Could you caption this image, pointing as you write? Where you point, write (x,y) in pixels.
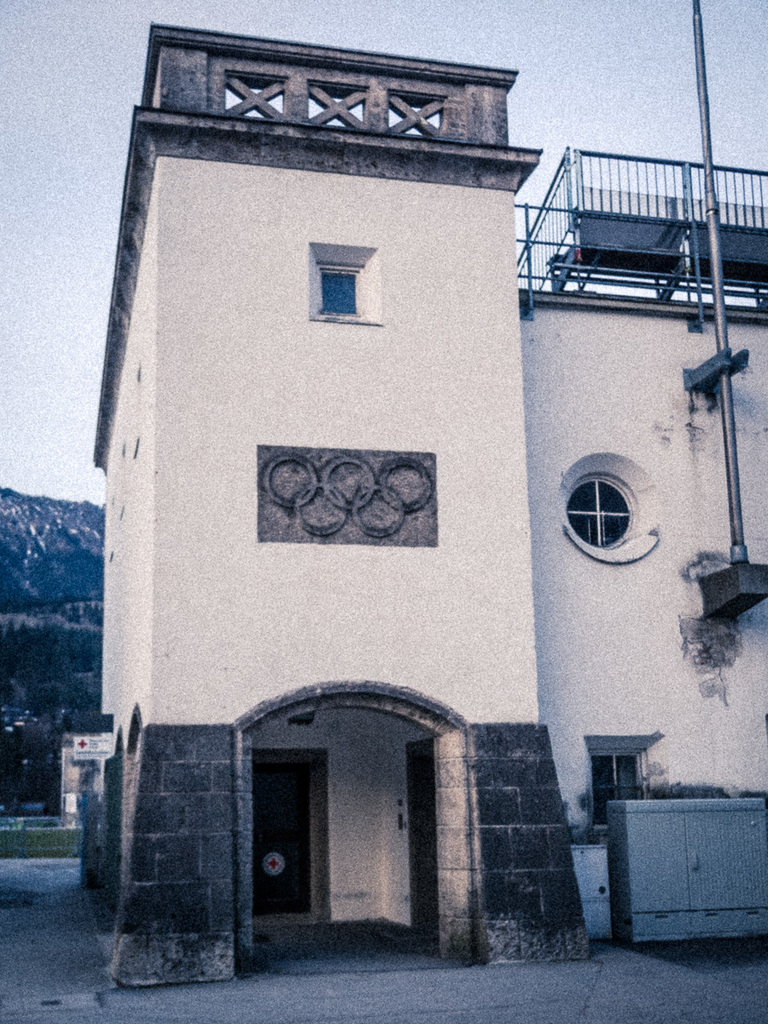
This image consists of a building (391,563). At the bottom (418,841), there is a door (416,761). To the right (710,229), there is a pole (727,386). At the bottom (62,950), there is a road (52,975). To the left (71,635), there is a mountain (6,603).
